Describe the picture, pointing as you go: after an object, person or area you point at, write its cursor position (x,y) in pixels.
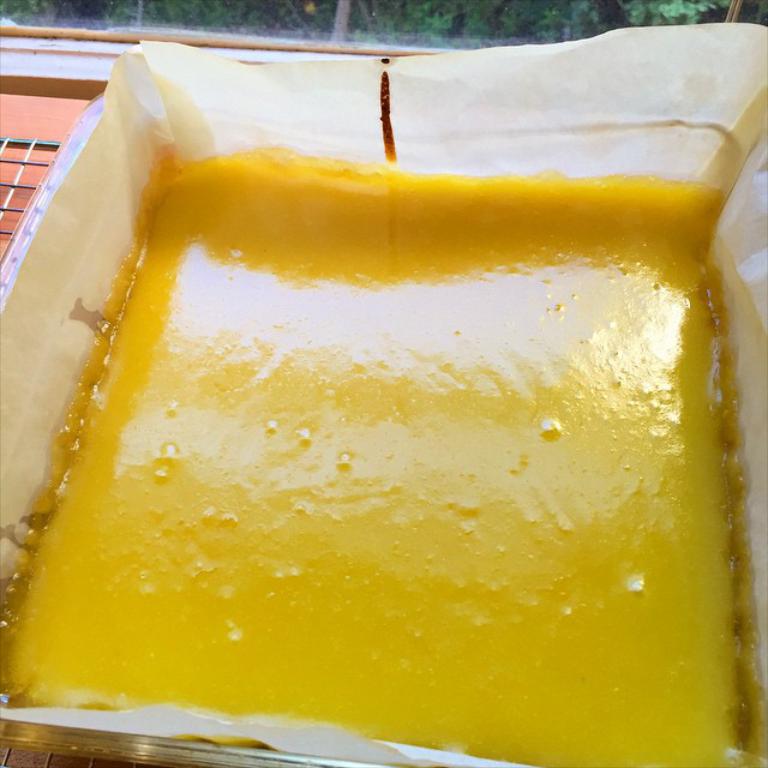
In this container (688,178) we can see a thick liquid (117,414), it is in yellow color. This container (48,200) is kept on a grill (35,163). Top of the image (662,8) we can see green leaves (444,8).
